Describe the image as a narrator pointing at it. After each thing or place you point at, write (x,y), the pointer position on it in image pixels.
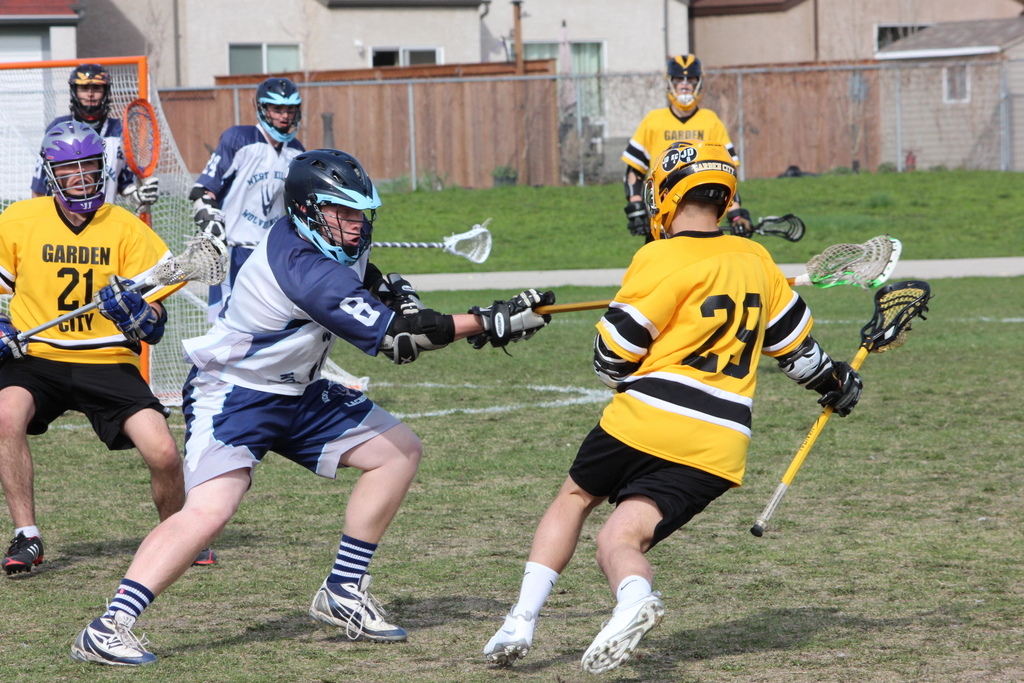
In this image, we can see some persons (306,404) wearing clothes (221,197) and holding sticks (404,245) with their hands (204,206). There is a goal (8,181) on the left side of the image (18,193). There is a fencing (483,133) in front of the building (499,53).
